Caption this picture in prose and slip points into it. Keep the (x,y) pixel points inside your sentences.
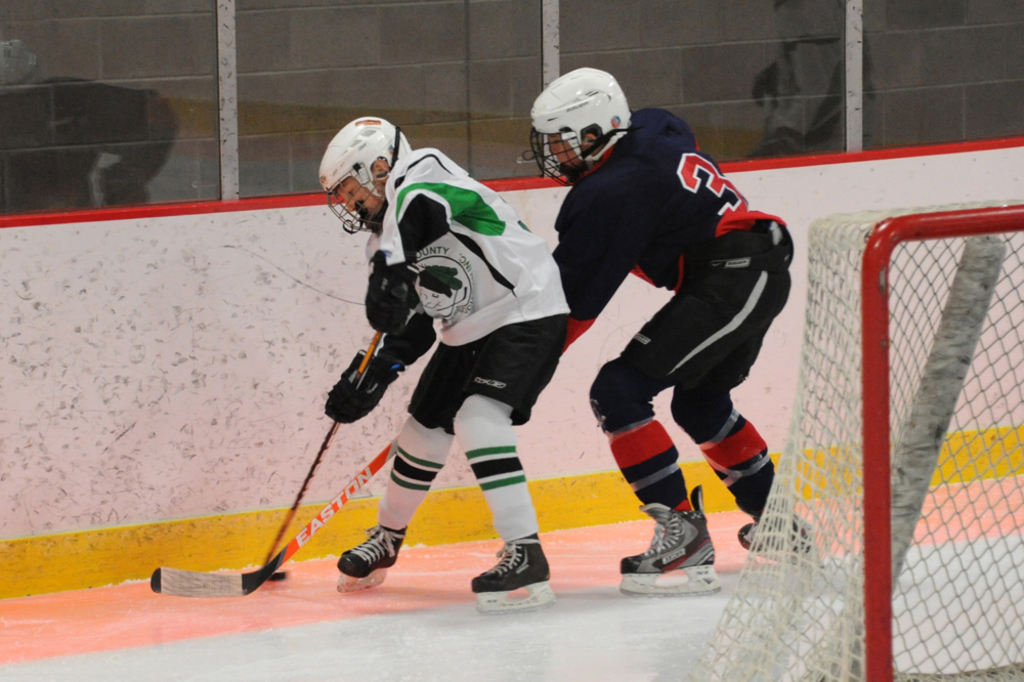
In the foreground (648,396) I can see two persons (634,447) are playing a hockey on the ground (462,563) and a goal net (912,615). In the background (292,182) I can see fence (923,204) and glass windows (443,70). This image is taken may be during a day.
